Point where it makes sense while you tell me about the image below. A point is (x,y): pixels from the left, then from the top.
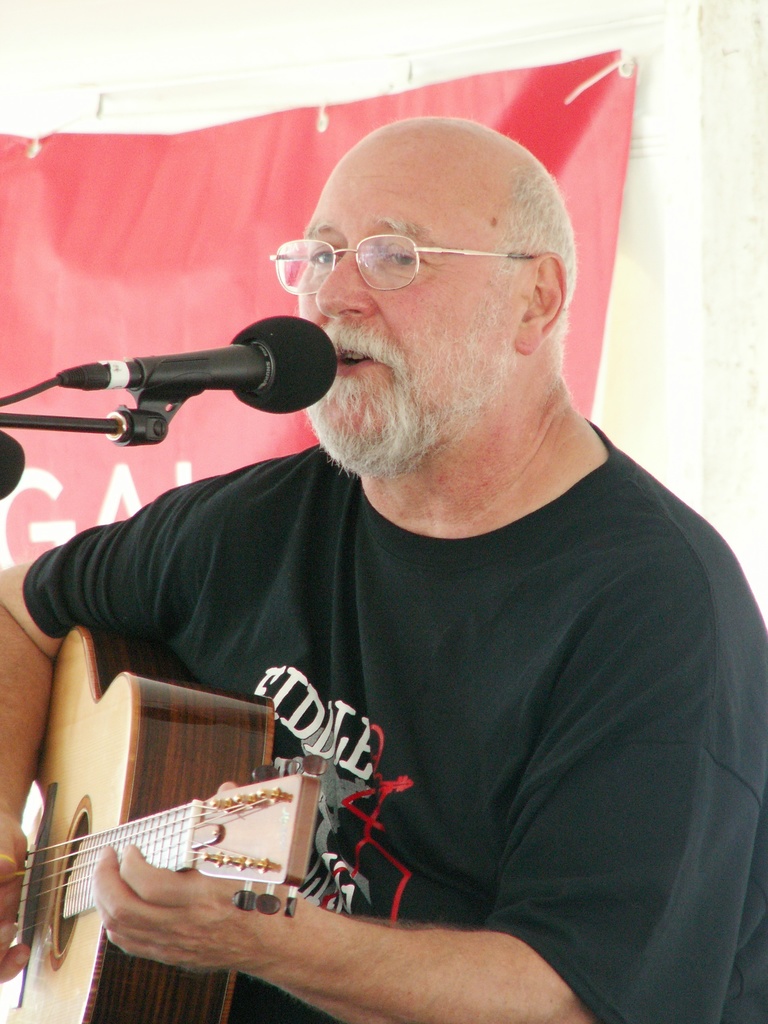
In this image we can see an old man (551,600) wearing black t-shirt (582,861) is holding a guitar (173,850) in his hands (156,924) and playing it. There is a mic (251,374) in front of him through which he is singing. In the background (196,437) we can see a banner (591,190).
